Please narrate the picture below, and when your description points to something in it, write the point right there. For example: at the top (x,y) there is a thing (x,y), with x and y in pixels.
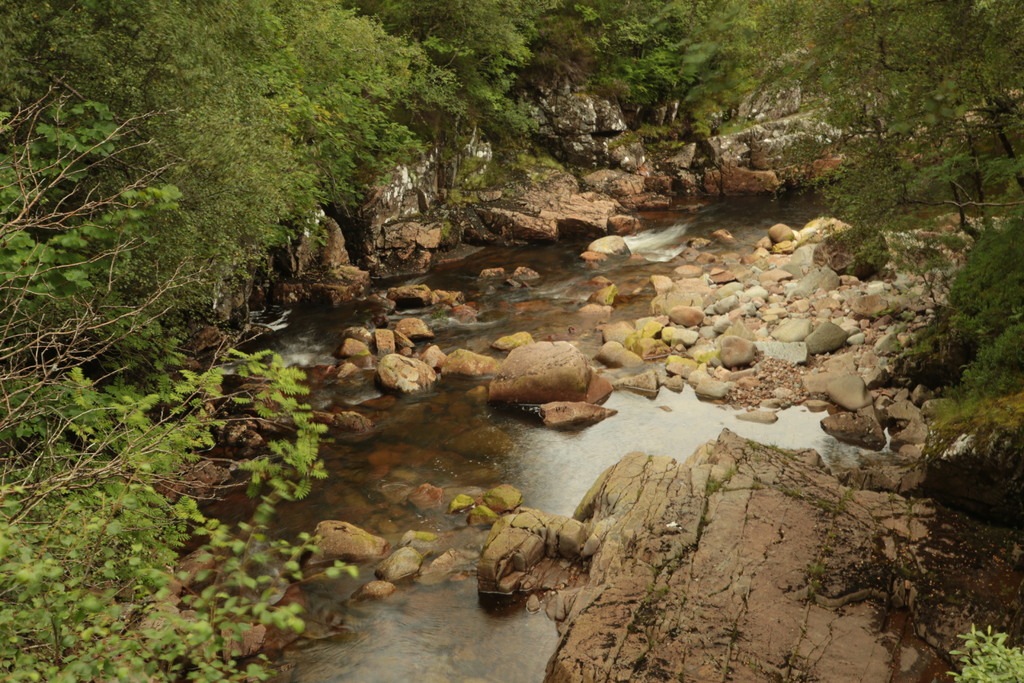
In this image I can see the water (538,439) and rocks (771,295). I can see the plants (168,208) and trees (118,40).
